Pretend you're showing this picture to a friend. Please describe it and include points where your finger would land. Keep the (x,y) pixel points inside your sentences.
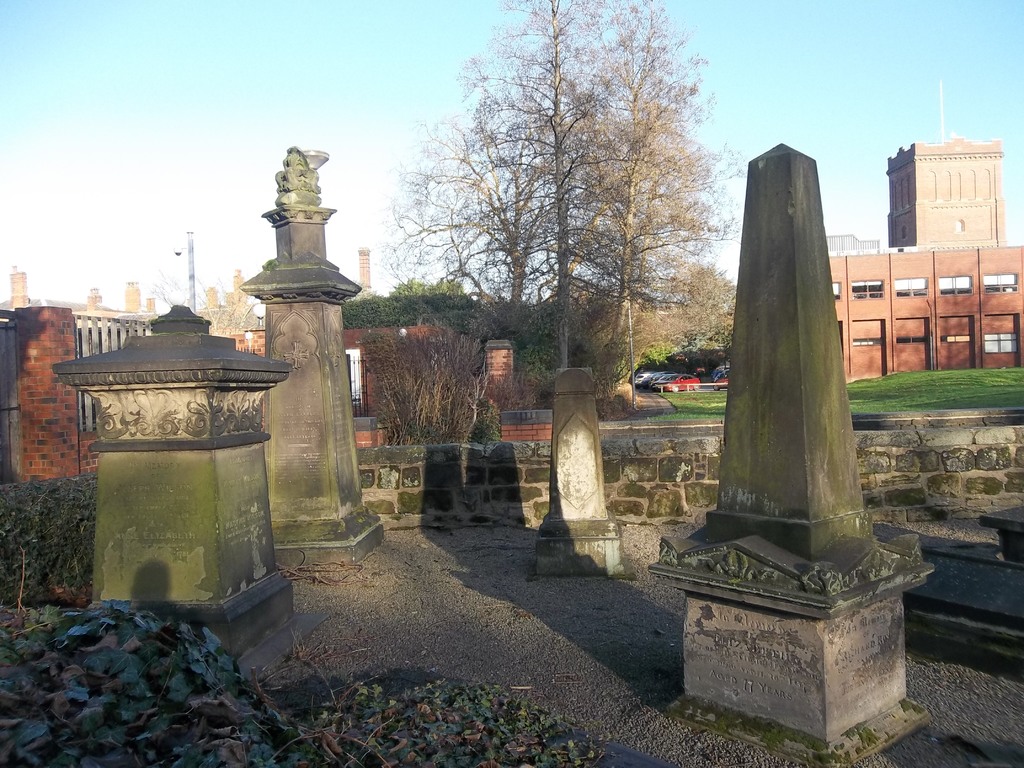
In this picture I can observe four memorials (355,456) in the middle of the picture (586,404). In the background (616,339) I can observe trees (604,255), building (906,215) and sky (293,125).
